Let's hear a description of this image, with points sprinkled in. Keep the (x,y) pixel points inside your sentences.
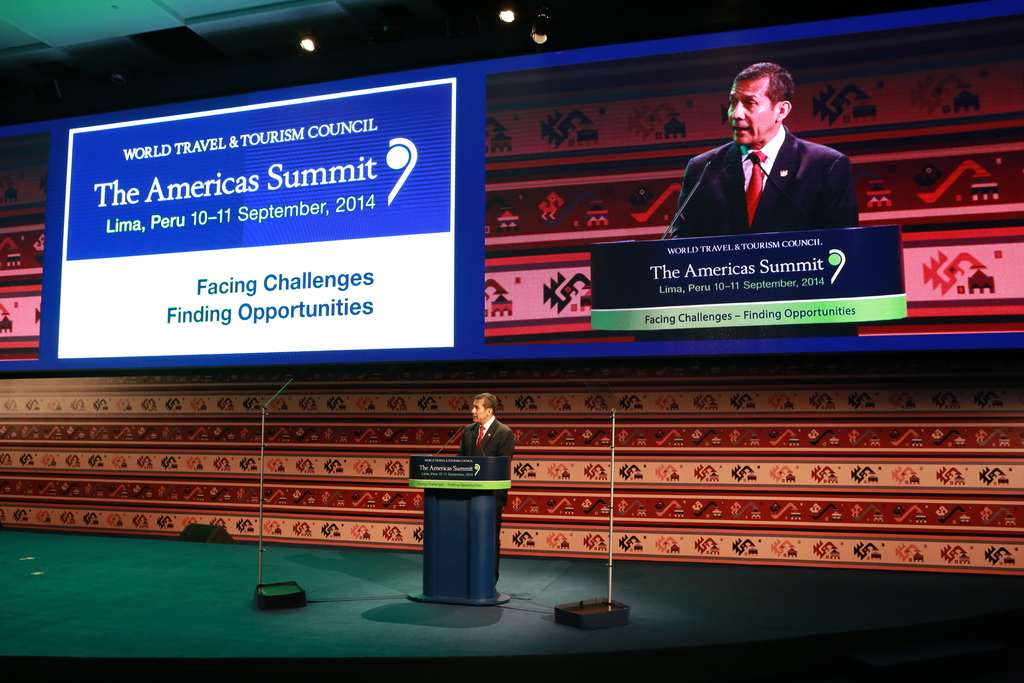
In this picture we can see a man (492,444), he is standing in front of the podium (472,484), beside to him we can find couple of microphones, in the background (455,350) we can see a screen (386,127) and lights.
